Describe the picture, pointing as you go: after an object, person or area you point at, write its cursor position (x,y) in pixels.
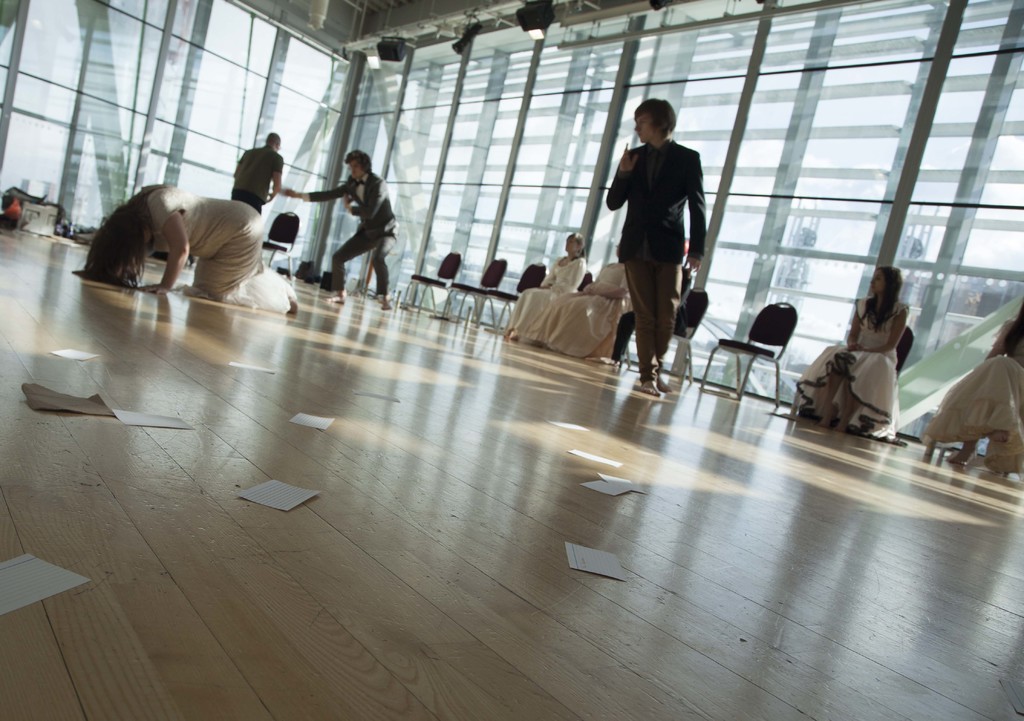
In this image we can see some persons (381,237), chairs (787,309), glass windows (526,137), lights (472,25) and other objects (610,11). At the bottom of the image (371,500) there is the floor (371,500) and some papers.
